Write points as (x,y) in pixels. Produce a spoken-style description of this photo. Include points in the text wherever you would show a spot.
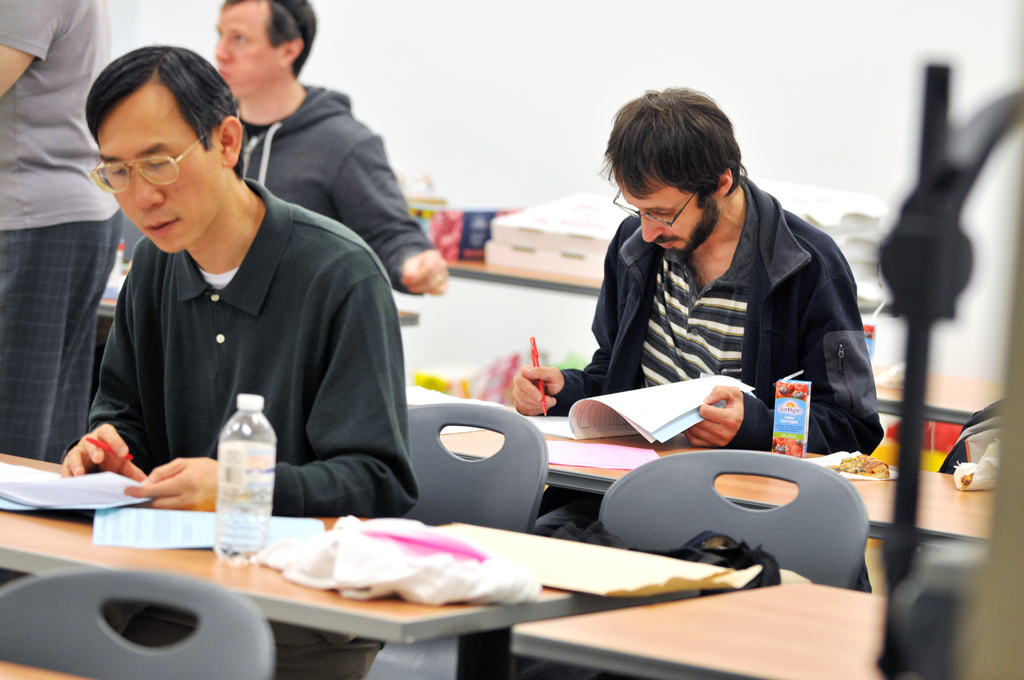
In this picture there are group of people (213,214) those who are sitting on a chair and there is a table (346,619) in front of them and they are writing something in their books (103,495), it seems to be a classroom (212,585).
